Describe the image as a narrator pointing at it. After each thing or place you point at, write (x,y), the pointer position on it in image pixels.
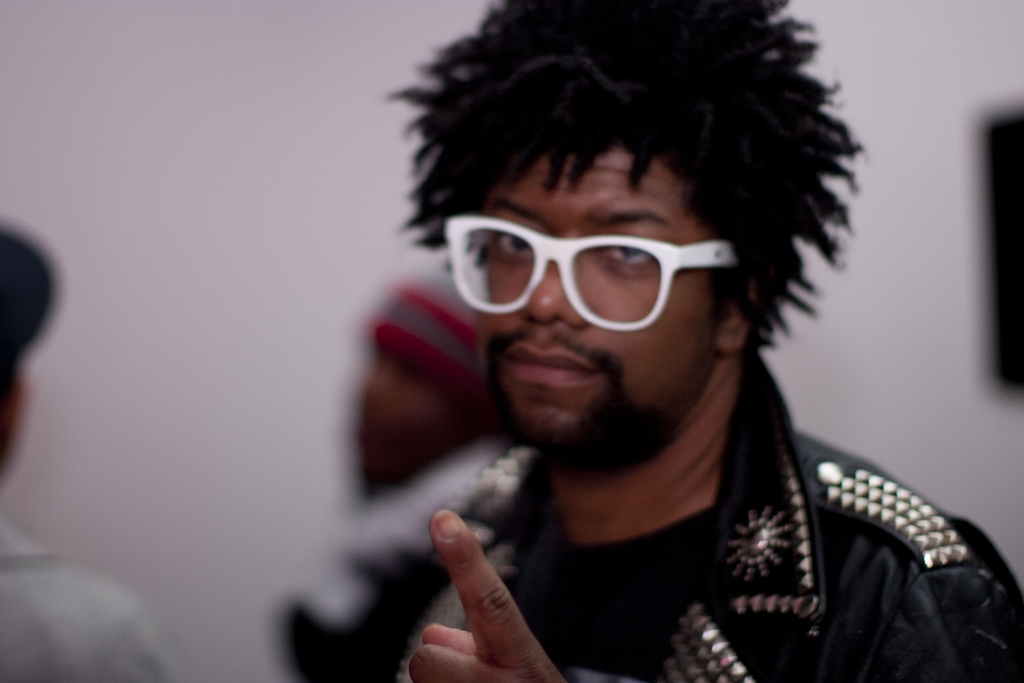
In this image I can see a person (653,569) wearing black colored jacket (777,608) and white colored spectacles (593,253). In the background (451,334) I can see few other persons (444,360) and the white colored surface (231,263).
